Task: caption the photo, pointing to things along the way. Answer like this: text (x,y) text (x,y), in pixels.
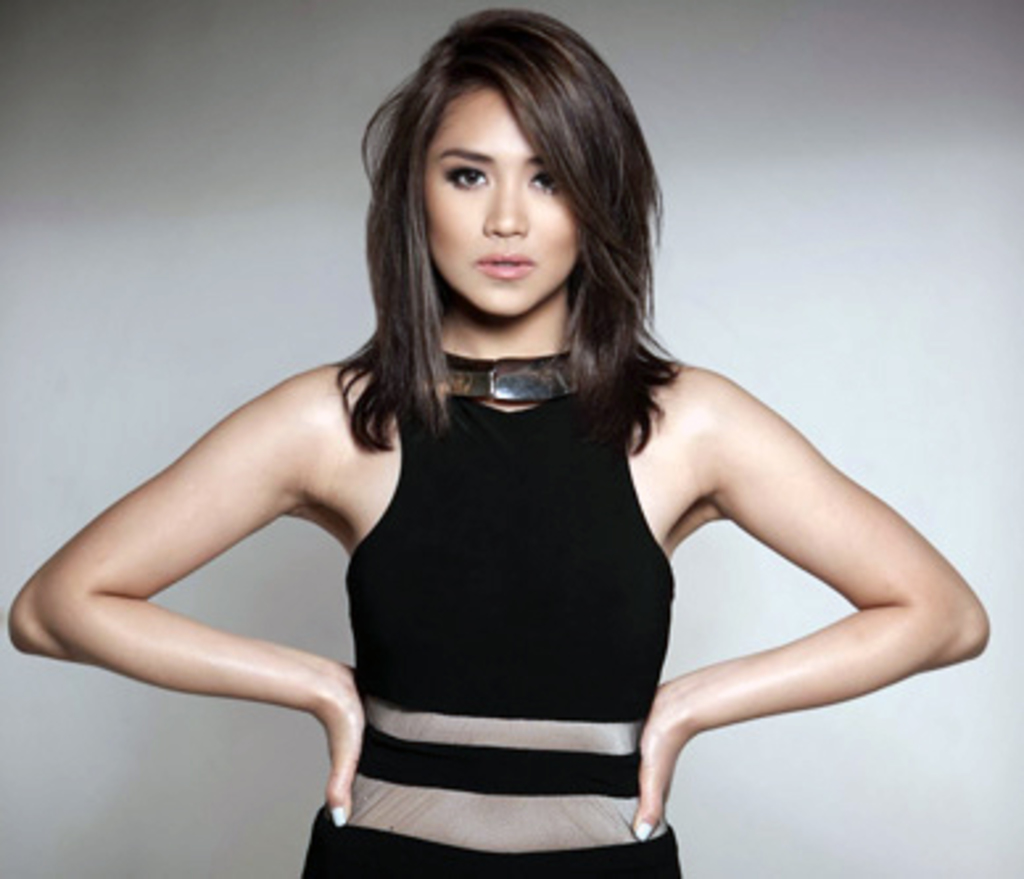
In this picture there is a woman (397,460) standing wearing a black dress (513,617). In the background (216,192) it is wall (796,233).
